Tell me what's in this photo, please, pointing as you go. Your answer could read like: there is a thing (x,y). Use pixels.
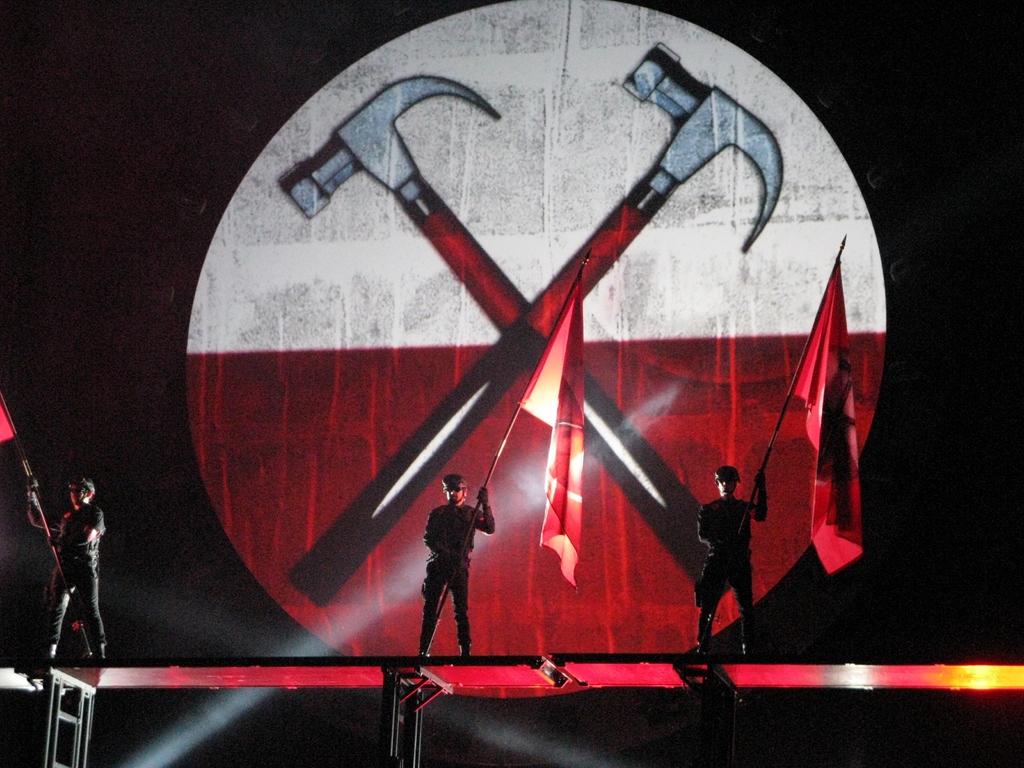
In this picture we can observe three members (440,539) standing on the stage (471,662), holding three red color flags (558,532) in their hands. In the background (347,534) we can observe two hammers (471,418) which are in black and red colors. The background (317,570) is completely dark.
